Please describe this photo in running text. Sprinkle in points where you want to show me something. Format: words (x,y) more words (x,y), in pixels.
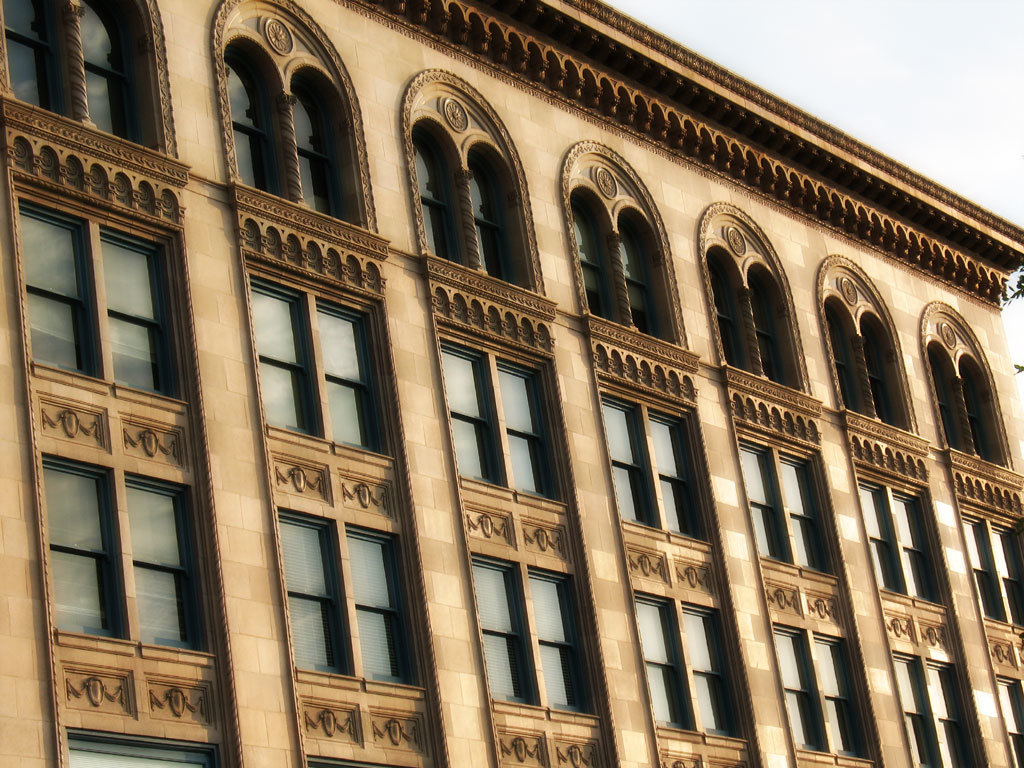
In this image I can see a huge building (423,417) which is cream and brown in color. I can see few windows (511,646) of the building (517,439) and in the background (913,17) I can see the sky (904,65).
